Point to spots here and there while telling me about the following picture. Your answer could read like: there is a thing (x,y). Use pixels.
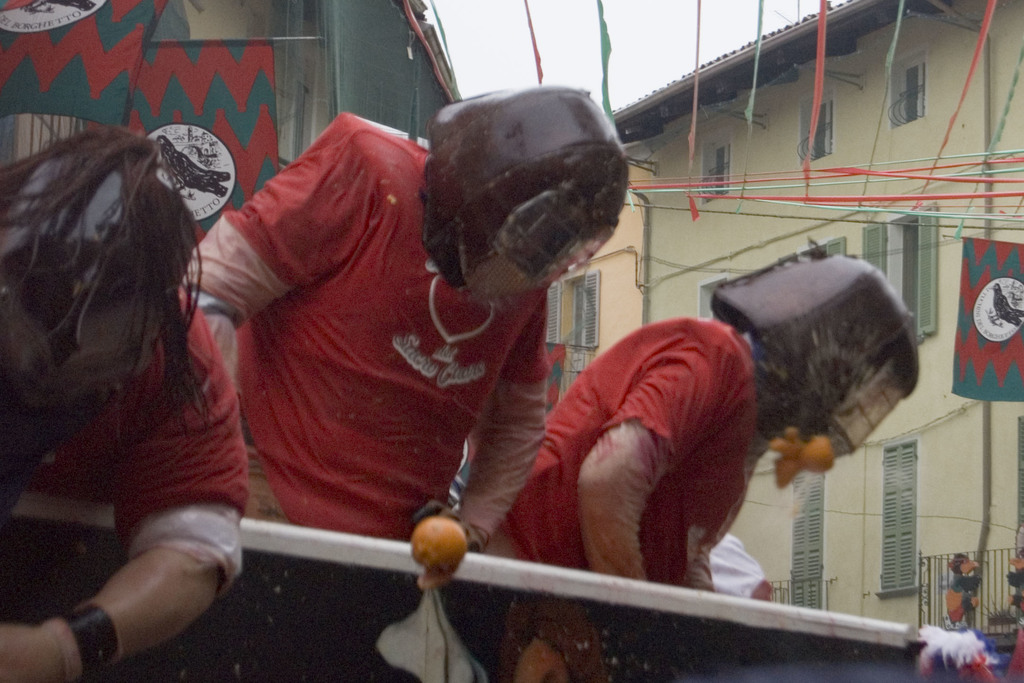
As we can see in the image in the front (625,450) there are three people (523,385) wearing red color t shirts (547,420). These two are wearing helmets (579,135). There are buildings (841,91), fence (926,597), windows (908,260) and banner (992,317). At the top (664,42) there is sky (661,42).
